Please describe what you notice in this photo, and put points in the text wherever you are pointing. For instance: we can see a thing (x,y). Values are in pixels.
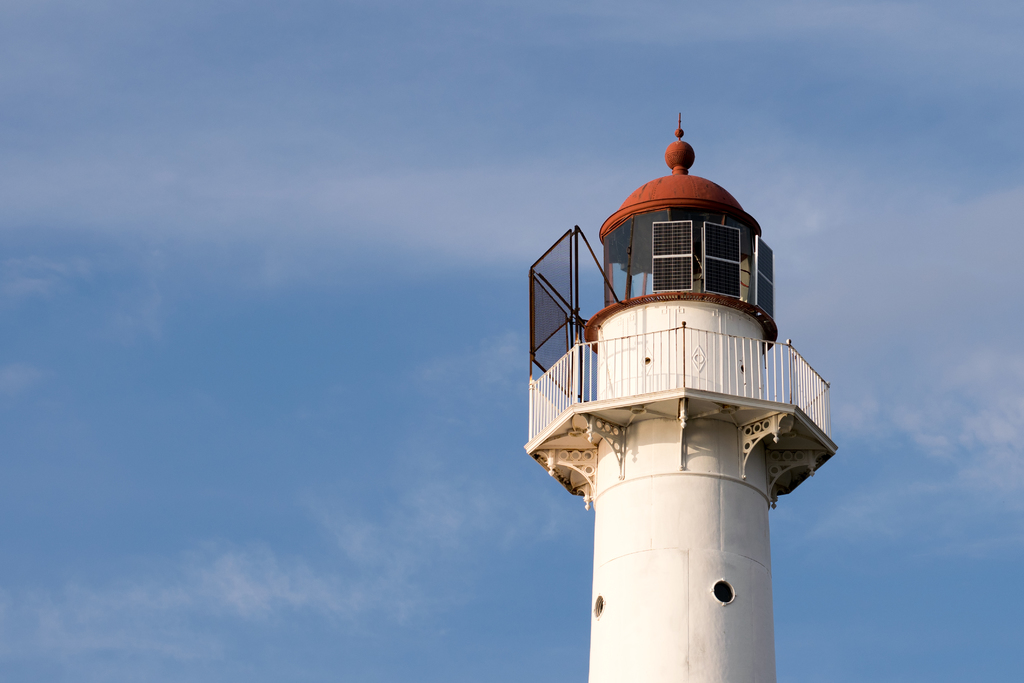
In this image I can see the tower (642,556) which is cream, black and brown in color and I can see the white colored railing (819,393) around the tower (686,562). In the background (306,317) I can see the sky (252,257).
